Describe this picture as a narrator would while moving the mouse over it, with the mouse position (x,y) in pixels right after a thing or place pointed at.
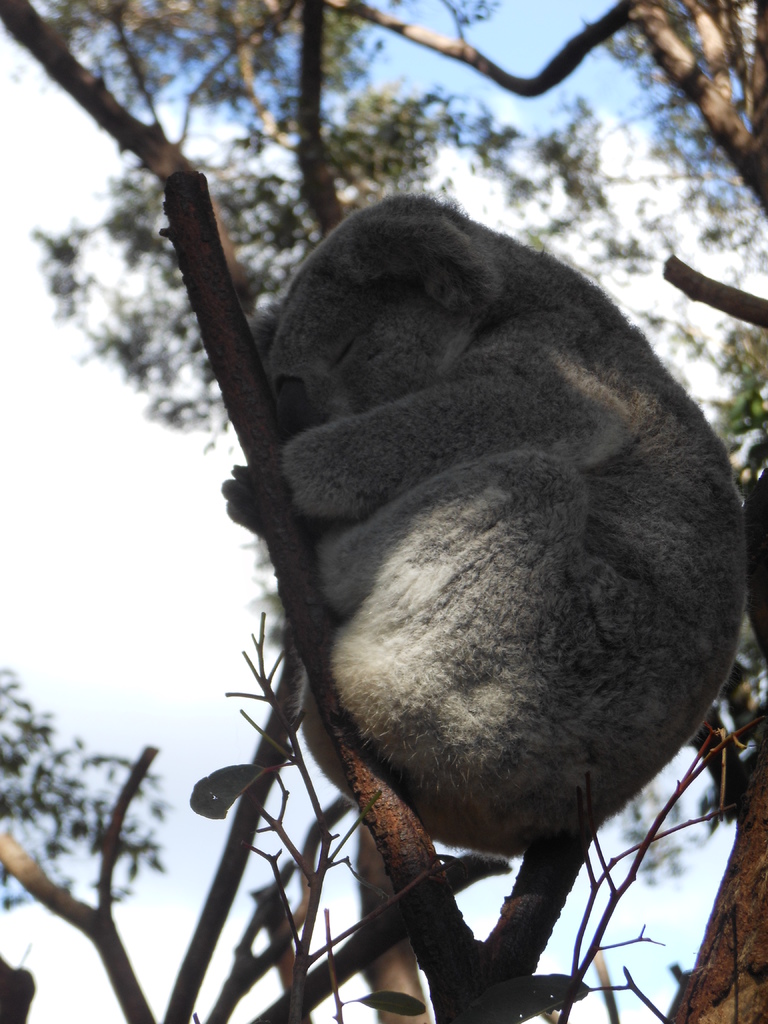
In the picture I can see an animal (385,554) on a tree (290,633). In the background (120,271) I can see trees (198,331) and the sky (107,291). The background of the image (126,600) is blurred.
